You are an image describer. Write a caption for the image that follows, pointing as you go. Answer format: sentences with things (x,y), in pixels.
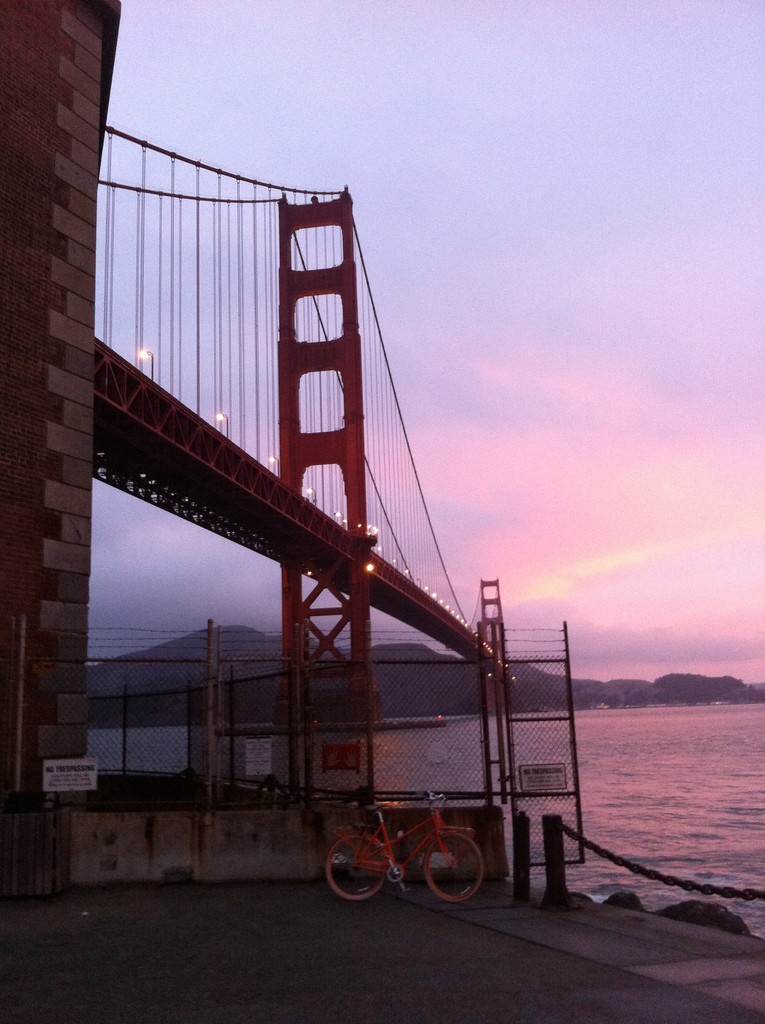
In this image in the front (385,865) there is a bicycle (374,865). In the center (381,601) there is a bridge (468,647) and there is an ocean (607,771) and there is a fence (223,725). In the background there are trees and on the bridge (195,447) there are lights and there are ropes (111,311). On the left side (90,364) there is a wall (48,345) and the sky (508,430) is cloudy.
